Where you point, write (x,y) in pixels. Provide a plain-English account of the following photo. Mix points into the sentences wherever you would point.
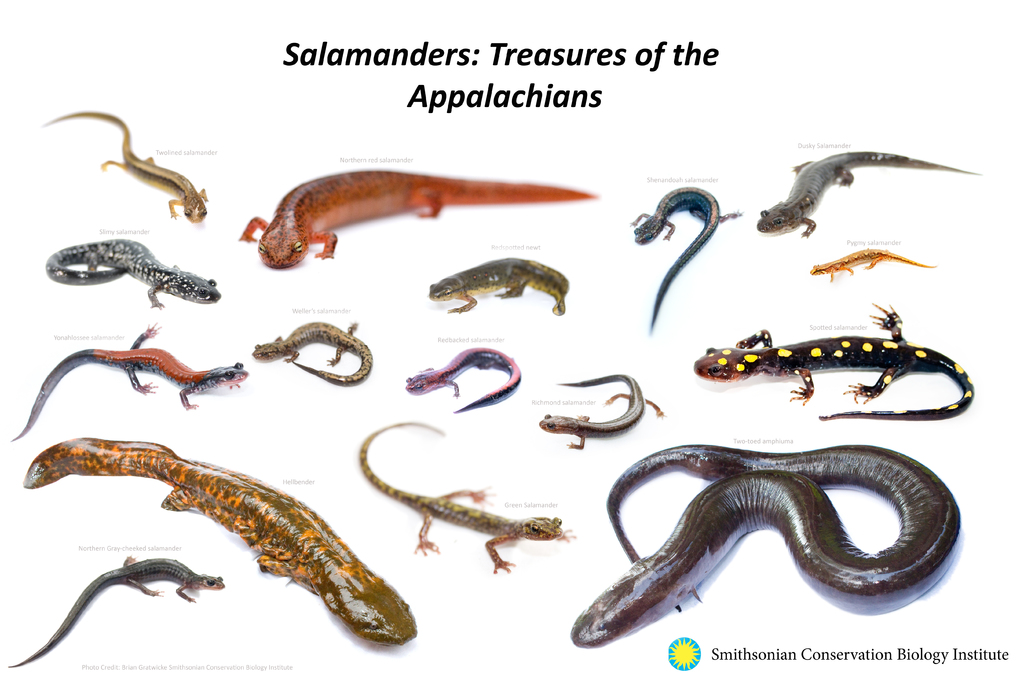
In this image I can see depiction of salamanders (852,596). On the top side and on the bottom right side of this image (931,654) I can see something is written.
